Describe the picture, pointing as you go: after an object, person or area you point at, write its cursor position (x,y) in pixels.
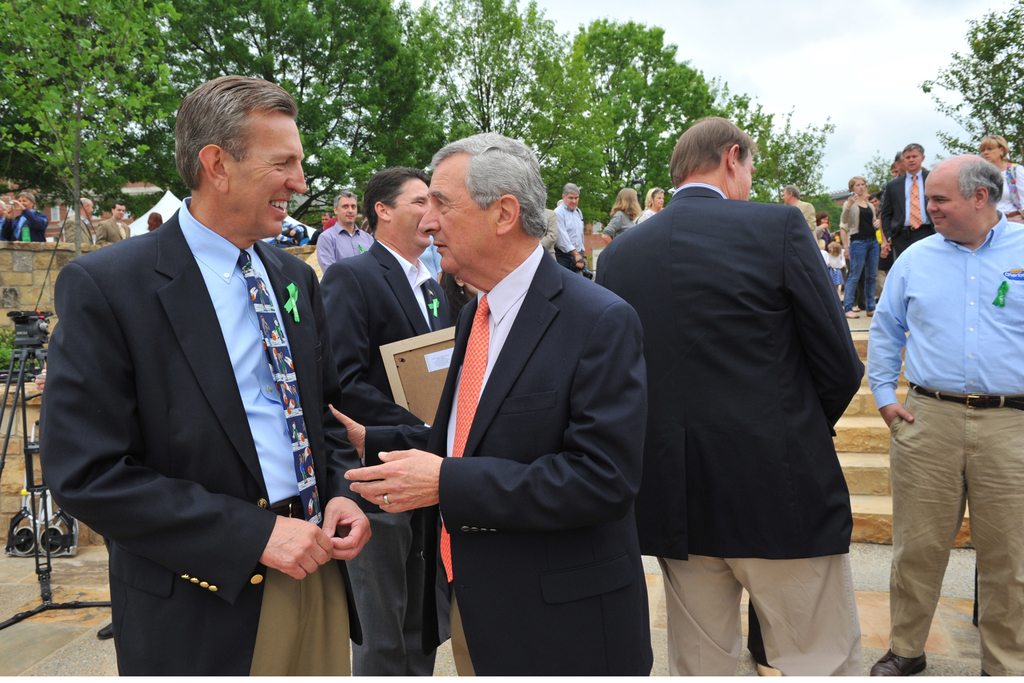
In this image there are group of persons (527,328) standing and smiling. On the left side (17,371) there is a camera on the stand (20,353). In the background (337,132) there are persons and there are trees (1009,140) and the sky (847,63) is cloudy.
